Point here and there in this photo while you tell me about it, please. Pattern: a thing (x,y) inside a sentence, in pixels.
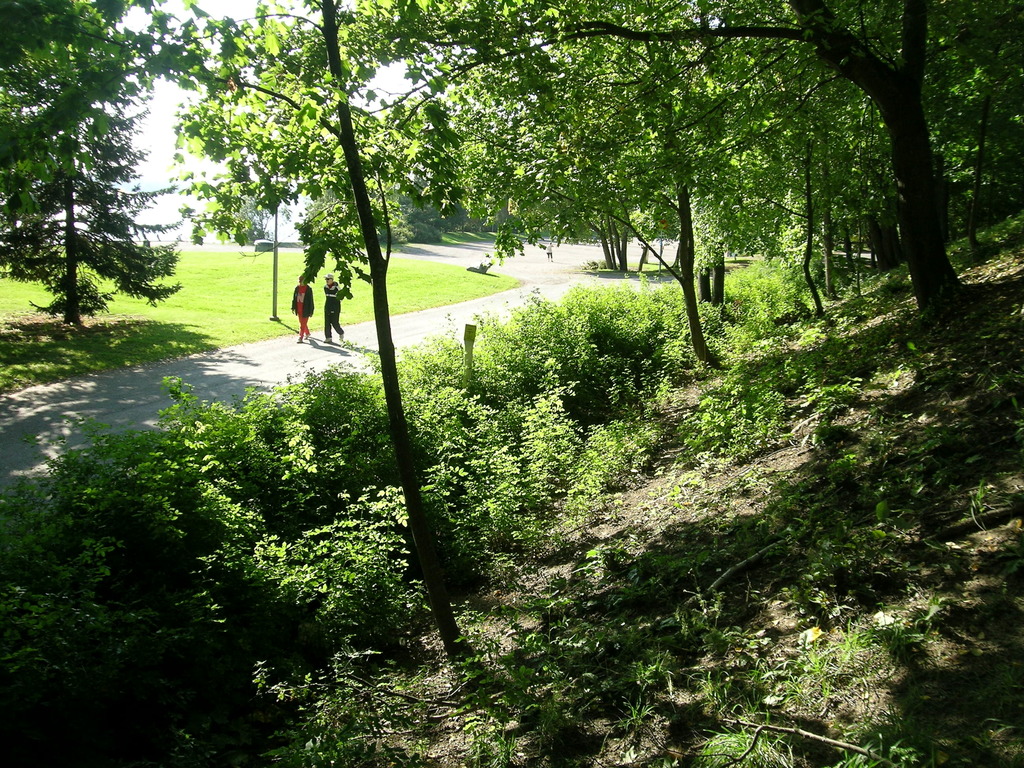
In this image on the left (326,215) and right side (748,170), I can see the trees (450,214). In the middle (364,325) I can see two people (304,319) are walking on the road (105,403).
